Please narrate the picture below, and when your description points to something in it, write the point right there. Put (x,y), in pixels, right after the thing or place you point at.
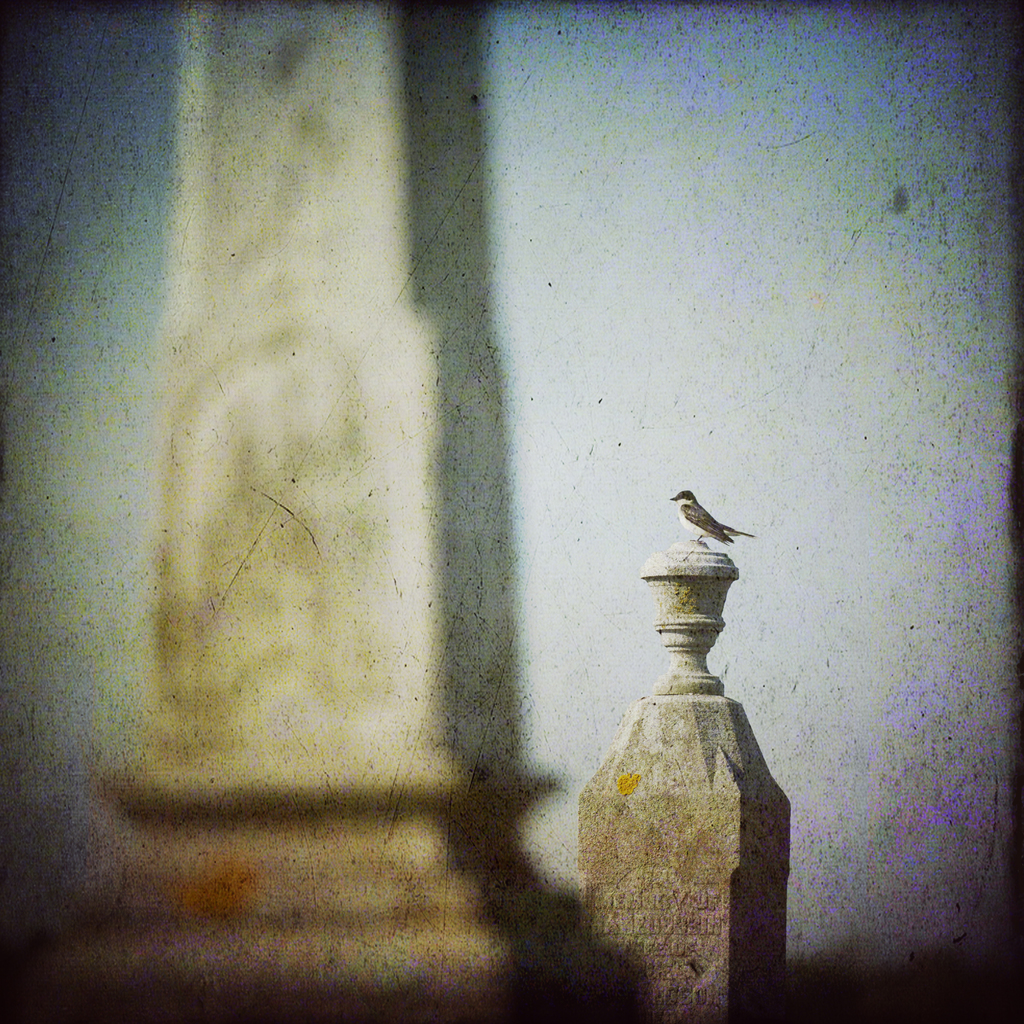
In this image I can see two pillars (235,603) and I can also see the bird (688,523) and the bird (699,525) is in black and white color and I can see the white color background (102,223).
